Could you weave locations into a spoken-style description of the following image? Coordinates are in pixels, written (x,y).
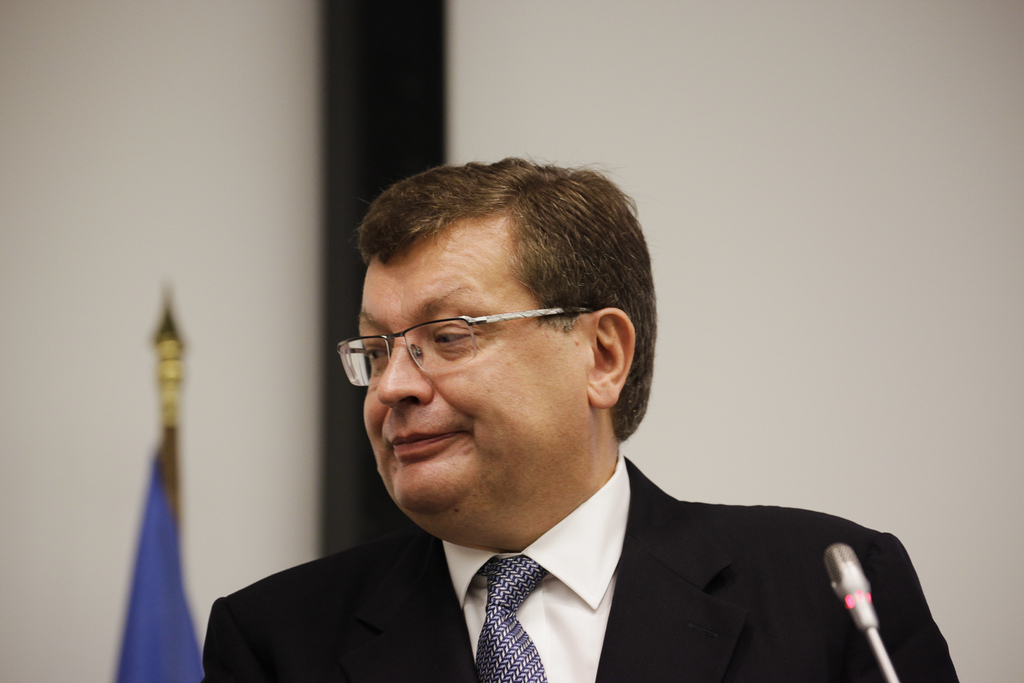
In this picture there is a old man (528,555) wearing black color suit (617,622) and blue tie (503,600). Behind there is a white wall (121,464) and blue color flag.
